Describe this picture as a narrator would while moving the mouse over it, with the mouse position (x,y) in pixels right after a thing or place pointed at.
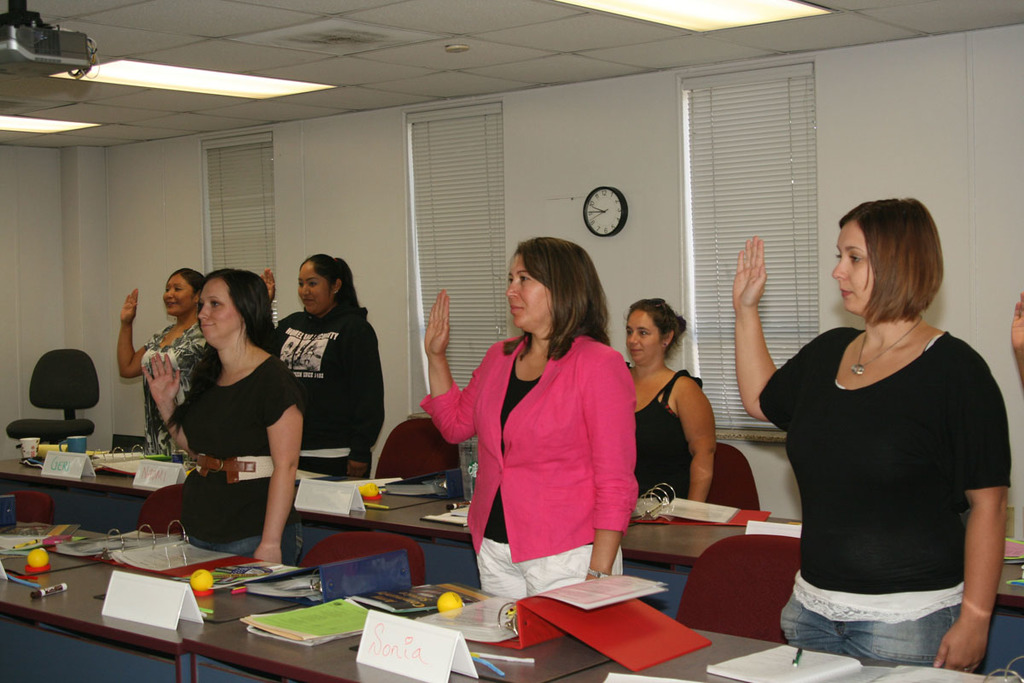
Here in this picture we can see a group of women (293,383) standing over a place by raising their hands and we can see chairs (365,535) behind them we can see tables (134,489) in front of them with books (305,614) and papers (323,612) on it over there and behind them on the wall (606,254) we can see a clock (608,215) present, we can see windows (204,161) covered with window flaps (716,270) and on the roof (115,54) we can see lights (642,20) present and we can also see a projector (23,26) present over there.
